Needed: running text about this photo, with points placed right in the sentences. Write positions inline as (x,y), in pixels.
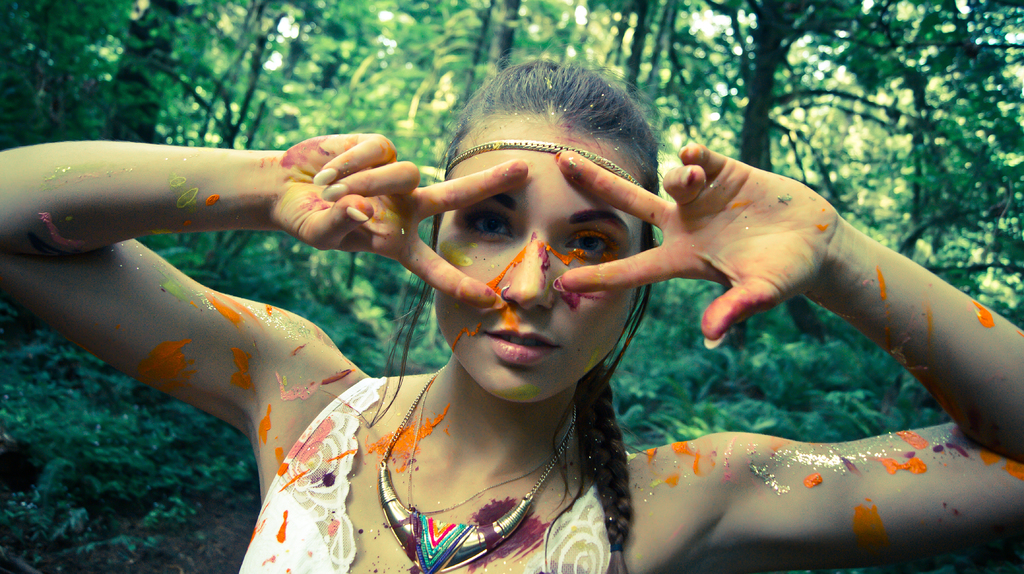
In this picture I can see a woman (597,414), in the background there are trees (757,140).
